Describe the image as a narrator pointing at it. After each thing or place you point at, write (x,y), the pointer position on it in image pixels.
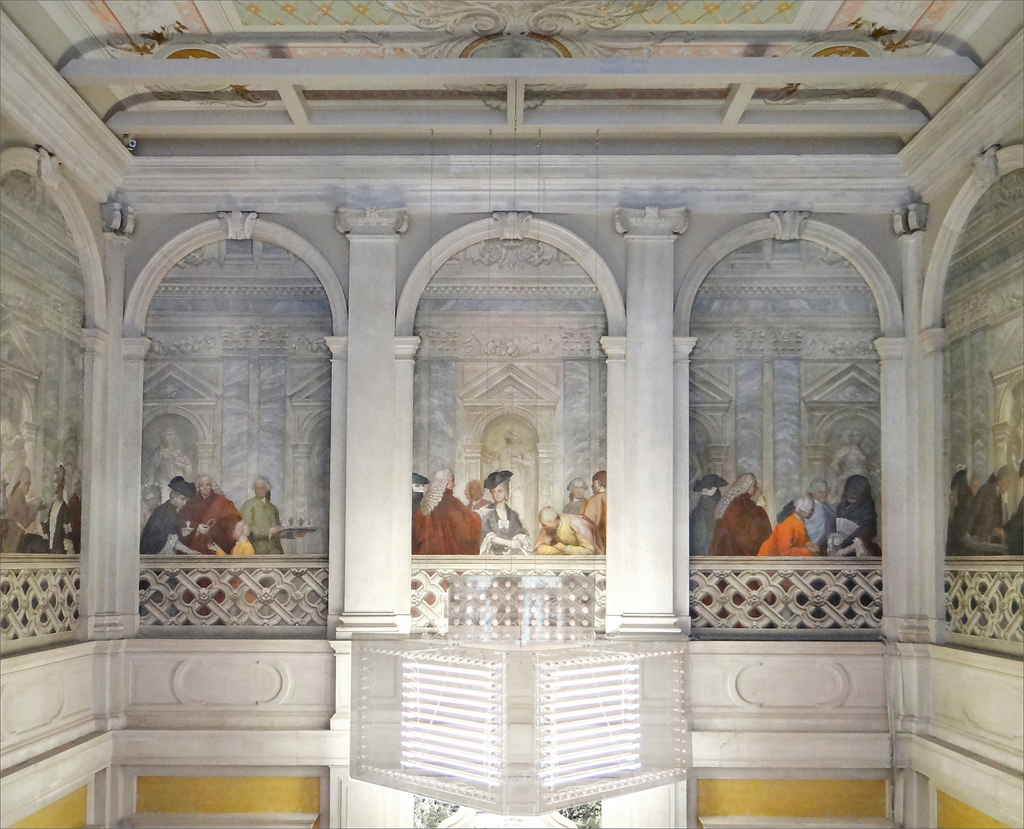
In this image we can see a painting (422,364). This is an inside view of a building (690,477). Also there are people (216,494). And there are pillars (385,420) and railings (428,578).
